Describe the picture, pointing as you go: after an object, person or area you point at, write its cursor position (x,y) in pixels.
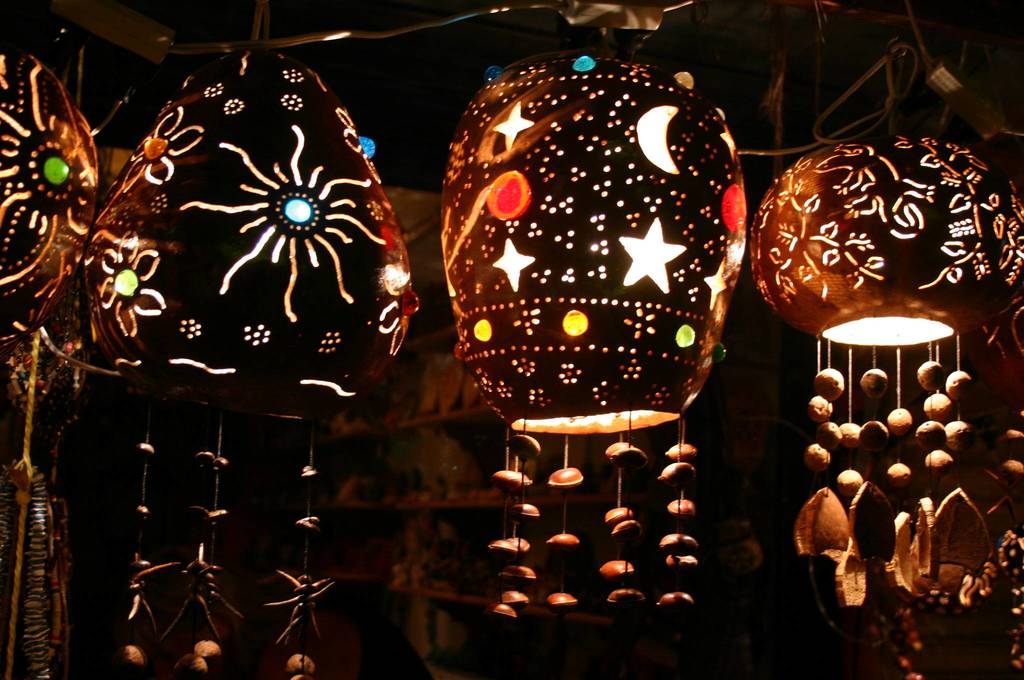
In the image in the center (533,384), we can see few gourd lanterns (197,323). In the background (462,530) there is a wall (713,450), roof (357,14), shelf (453,447) and a few other objects (386,482).
